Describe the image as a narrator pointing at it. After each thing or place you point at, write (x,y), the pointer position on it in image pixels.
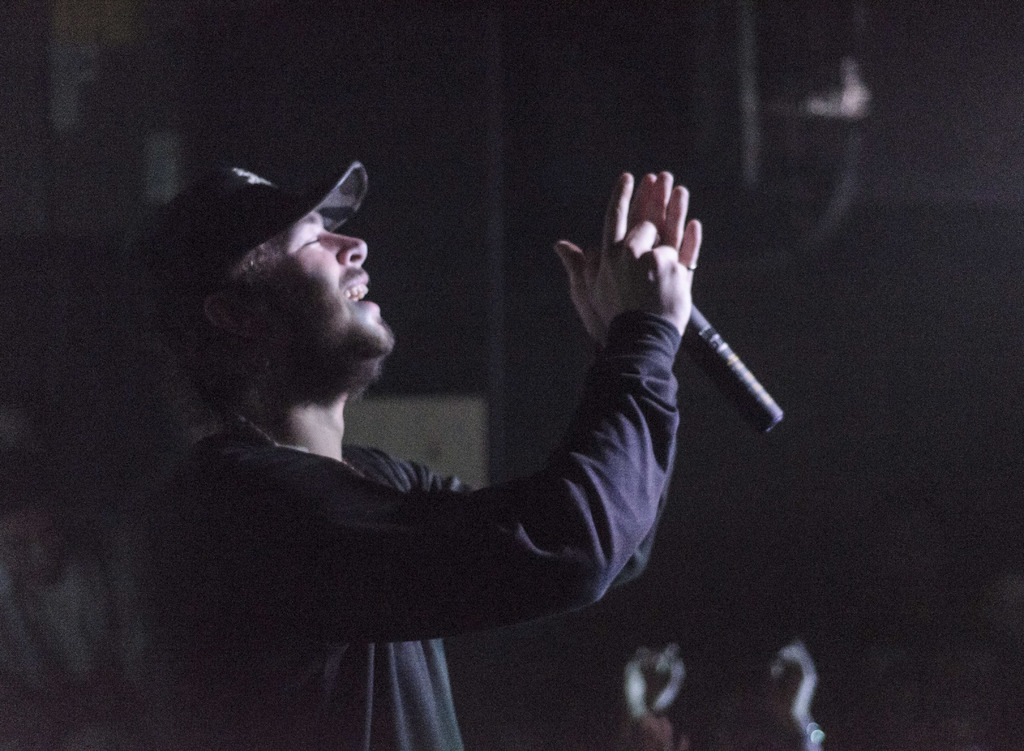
This image is taken indoors. In this image the background (125,188) is a little blurred and dark. On the left side of the image (251,328) there is a man (303,423) and he is holding a mic (702,338) in his hands (692,299).
